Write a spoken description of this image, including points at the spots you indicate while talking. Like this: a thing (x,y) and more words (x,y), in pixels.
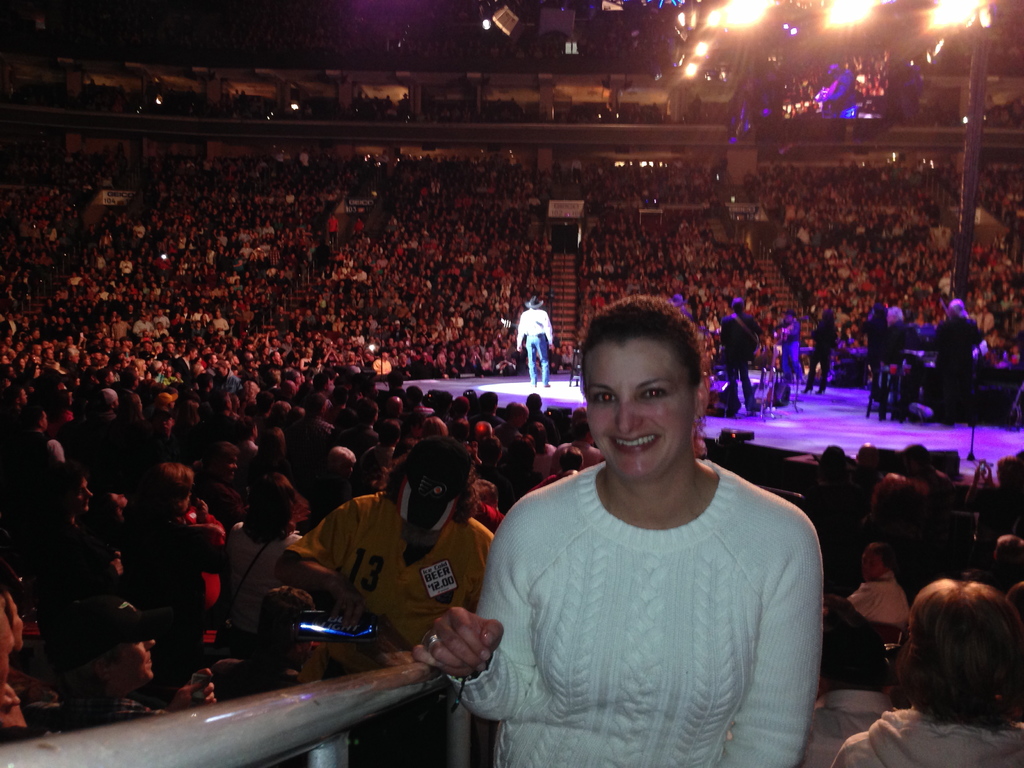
In this image we can see some group of persons (361,388) sitting and some are standing, in the middle of the image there are some group of persons (784,370) standing on stage (923,443) playing some musical instruments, in the foreground of the image (656,555) there is a person (669,617) wearing white color dress (565,575) standing and top of the image (990,14) there are some lights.
